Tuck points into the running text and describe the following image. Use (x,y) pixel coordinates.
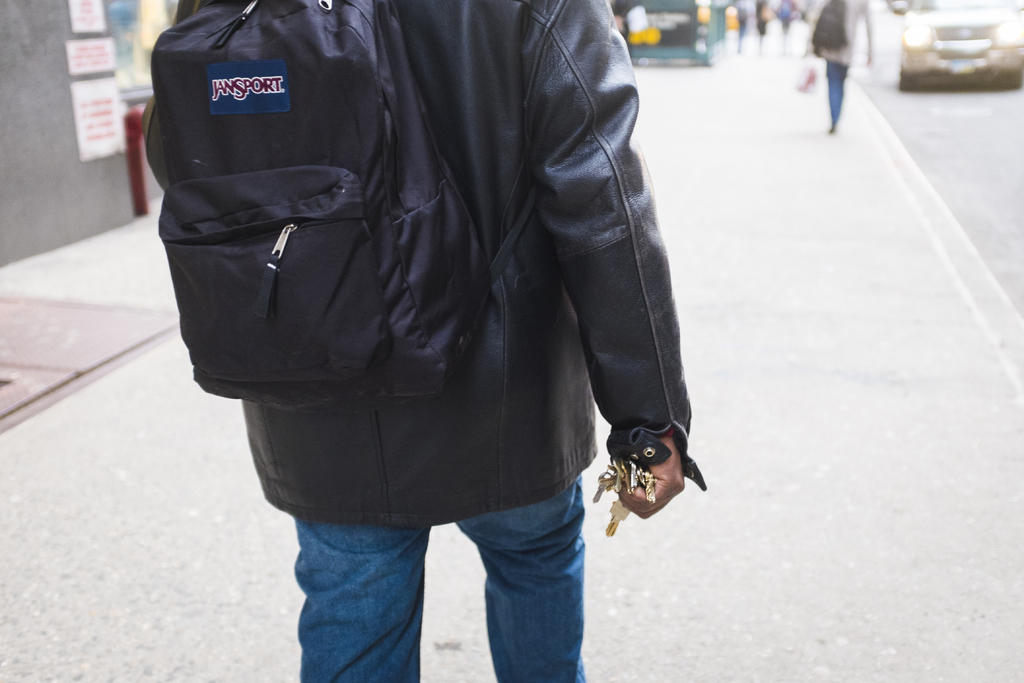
In this image we can see a person (545,339) standing on a road (672,84) holding keys (651,476) and wearing a backpack (315,103), on the left side of the image (77,116) there is a wall (71,158) with posters (82,12) stick to it and blurry background (55,9).
